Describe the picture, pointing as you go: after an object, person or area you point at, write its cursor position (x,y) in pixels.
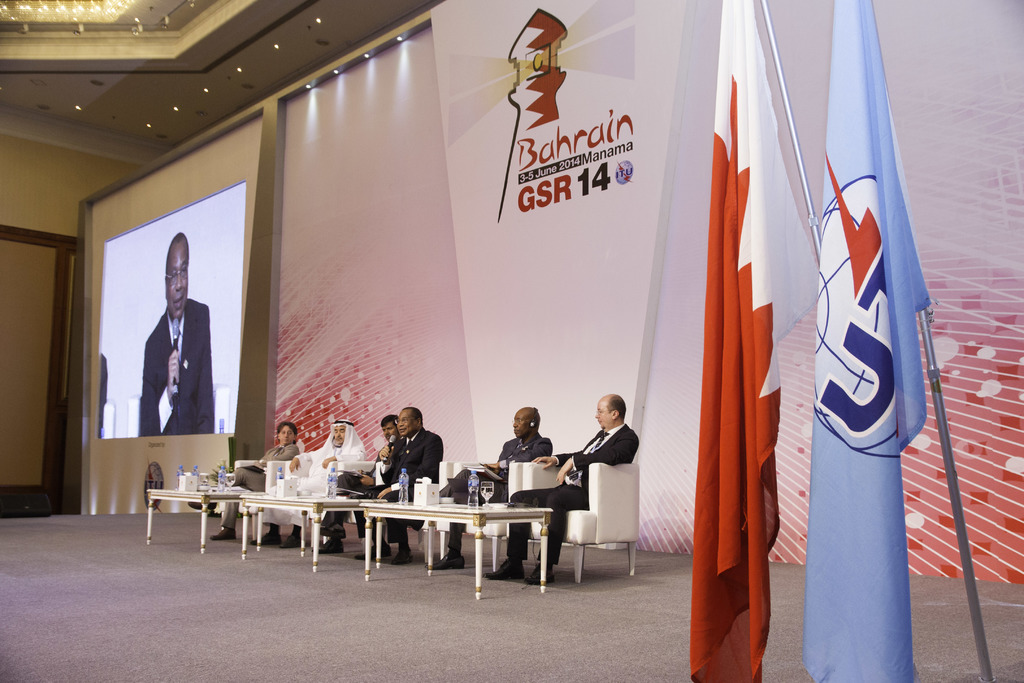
There are many people (349,420) sitting on chairs (584,518). In front of them there are many tables (442,512). On the table (488,511) there are many bottles (332,480), glasses (485,494) and many other items (297,491). On the right side (750,371) there are two flags (729,337). In the background (492,273) there is a wall (515,218) with a logo (537,70). On the left side (167,302) there is a screen (166,310), On the ceiling (310,60) there are lights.
